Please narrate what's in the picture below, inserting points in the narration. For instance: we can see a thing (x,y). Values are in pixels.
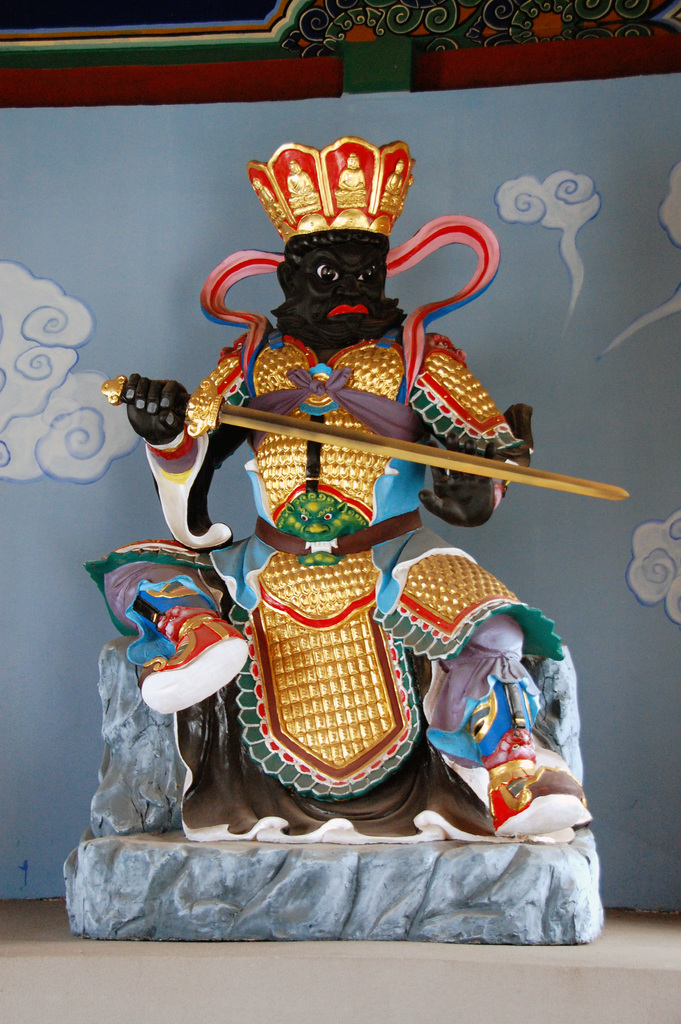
In the center of the image (293,465) there is a statue (243,789) placed on the ground (248,971). In the background (10,132) there is a wall (605,267).
